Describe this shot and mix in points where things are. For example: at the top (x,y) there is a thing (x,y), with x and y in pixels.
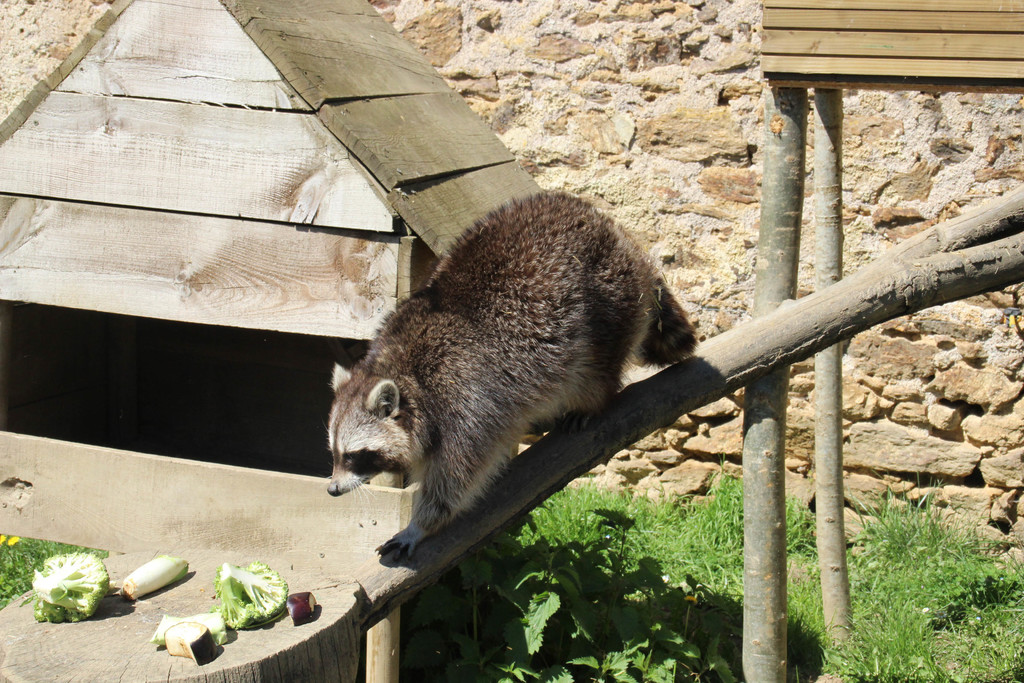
In this picture I can see there is a raccoon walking on the trunk (822,318) of a tree (822,318) and there are some vegetables (67,572) placed here at left (68,588) and there is a wooden house (179,149) in the backdrop (111,106) and there are small plants (597,555), grass (892,635) on the floor (711,642) and there is a wall (699,167) in the backdrop (693,167).
